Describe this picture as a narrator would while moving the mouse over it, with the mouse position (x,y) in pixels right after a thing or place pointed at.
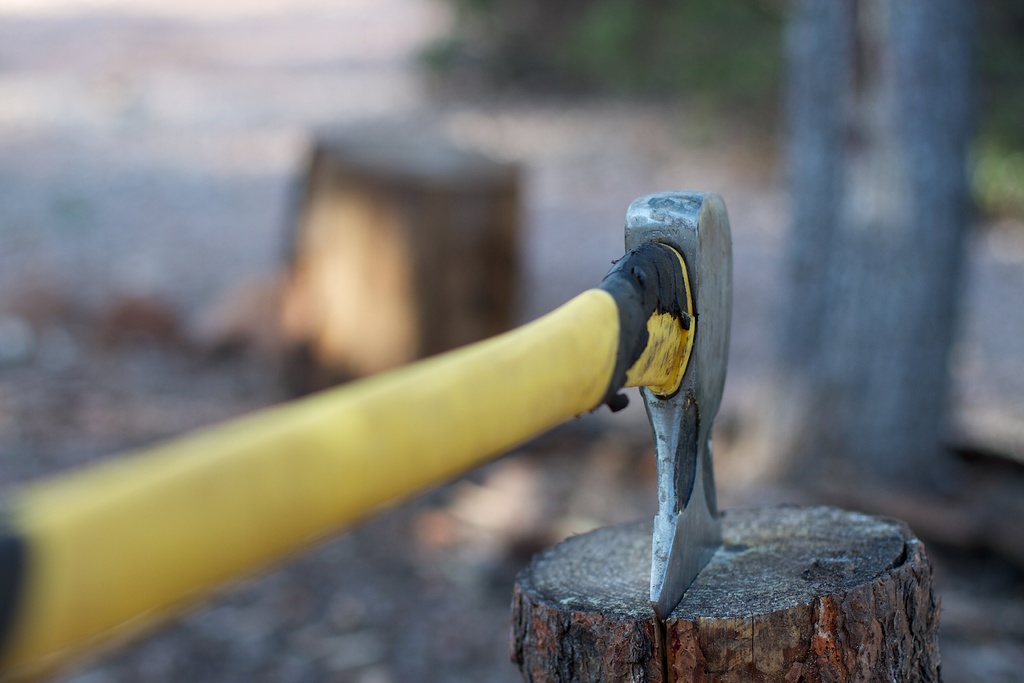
In this image I can see the axe (655,411) and the wooden log (769,567). I can see the blurred background (612,507).
